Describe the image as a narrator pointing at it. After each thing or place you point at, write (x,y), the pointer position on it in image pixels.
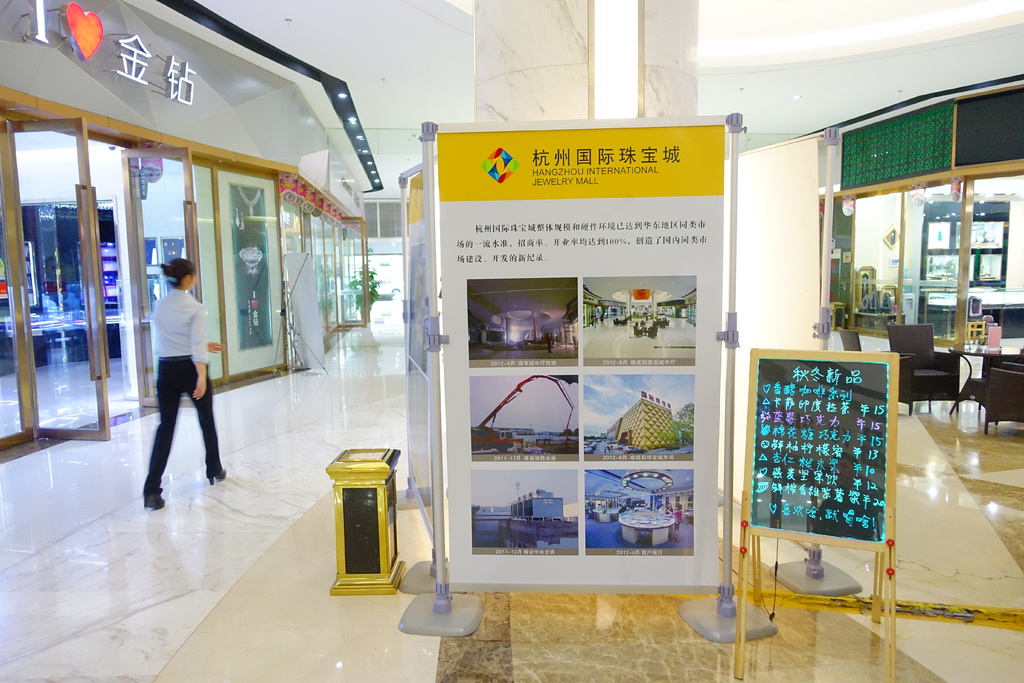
The image is taken in a mall (558,117). In the foreground of the picture (477,285) there are boards (472,314). On the left (223,180) there are lights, plant (356,283), doors (61,270), shop (148,219), text (72,24), woman (191,313) walking and other objects (104,277). On the right (942,340) there are couches (916,366), table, frames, store (943,224) and other objects (997,271). At the bottom (247,615) it is floor (588,671). At the top (383,29) it is ceiling (414,20) and there are lights (621,32).
